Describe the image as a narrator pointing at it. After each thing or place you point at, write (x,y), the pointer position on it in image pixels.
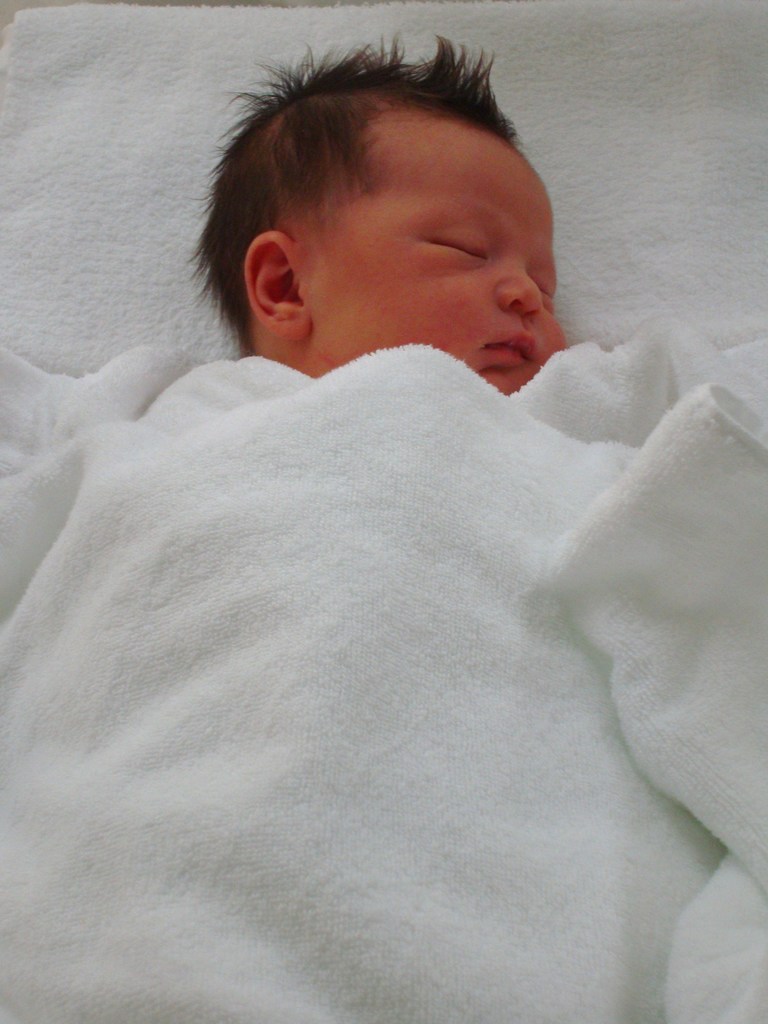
As we can see in the image there is a child (340,361) and white color cloth (297,707).
